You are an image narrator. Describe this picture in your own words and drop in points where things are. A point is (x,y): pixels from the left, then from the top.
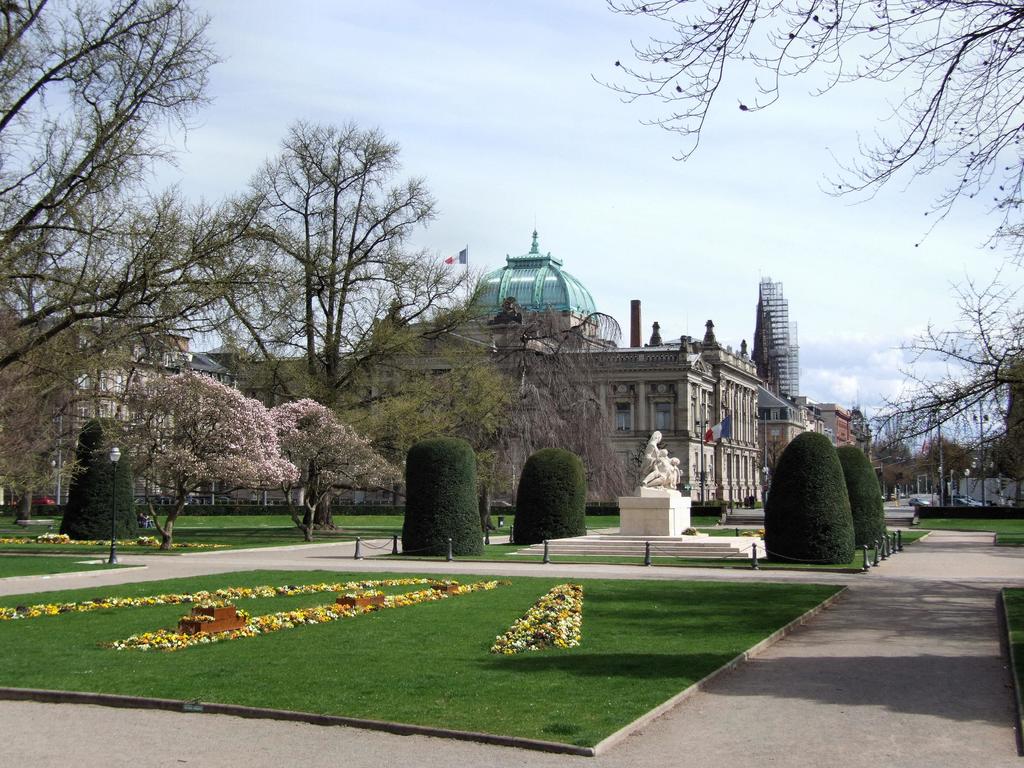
We can see grass (173,585), flowers (322,588), trees (10,422), light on pole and statues (647,486) on the platform (670,501). In the background (628,412) we can see buildings (769,441), lights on poles (953,492), flag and sky (785,250).
